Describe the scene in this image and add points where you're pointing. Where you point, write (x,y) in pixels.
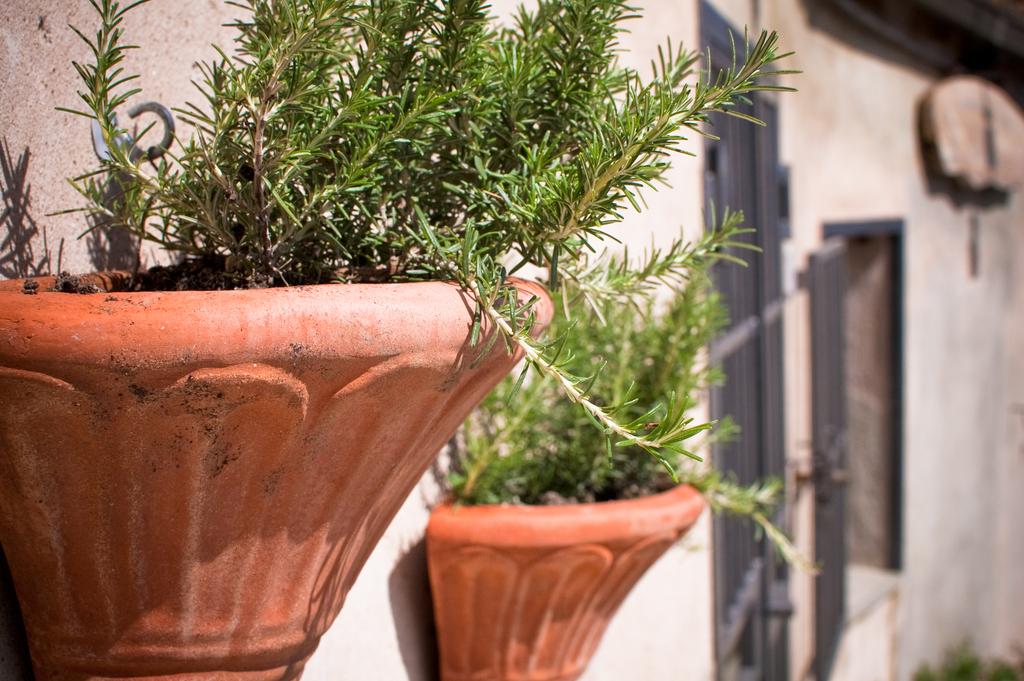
There are plants (531,442). In the background (629,641) we can see wall (961,614).
